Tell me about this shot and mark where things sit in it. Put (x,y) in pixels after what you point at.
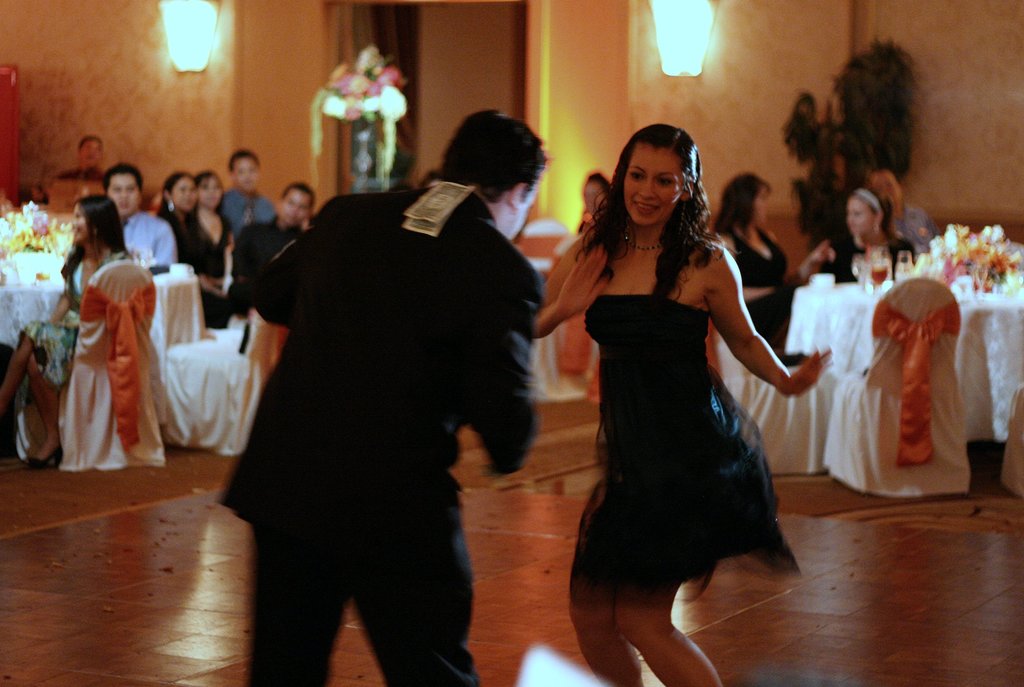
In this picture there are two persons (422,377) dancing. At the back (183,230) there are group of people (82,274) sitting and there are flower vases (50,219) and glasses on the tables (1009,360) and tables (818,304) are covered with white color clothes (972,304) and there are chairs (554,231) and there is a plant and there are lights (669,3) on the wall (544,92) and there is a flower vase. At the bottom (126,583) there is a floor (225,577).
